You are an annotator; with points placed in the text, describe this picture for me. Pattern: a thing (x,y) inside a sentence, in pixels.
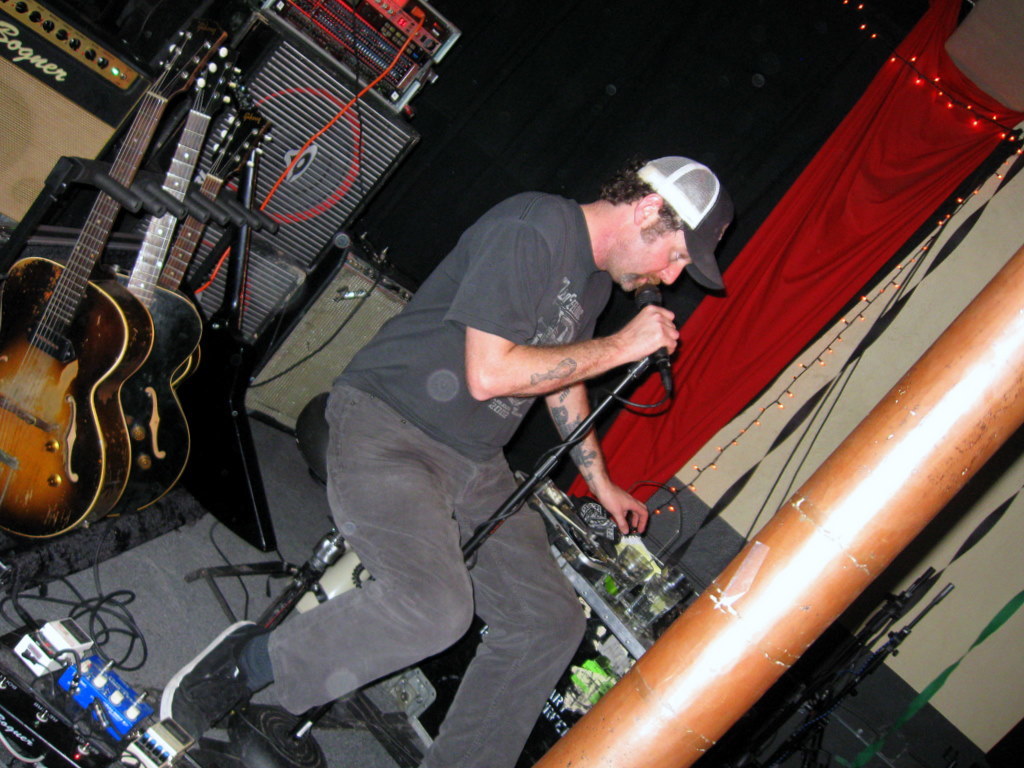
In the center of the image (599,449) there is a man (367,447) sitting on the chair (309,455). He is holding a mic (664,375) in his hand (671,338) maybe he is singing. On the left (115,318) there are guitars (108,207) and speaker (334,107). On the right (700,638) there is a pillar (793,610). In the background (877,170) there is a curtain (851,120) and a wall (880,282).
